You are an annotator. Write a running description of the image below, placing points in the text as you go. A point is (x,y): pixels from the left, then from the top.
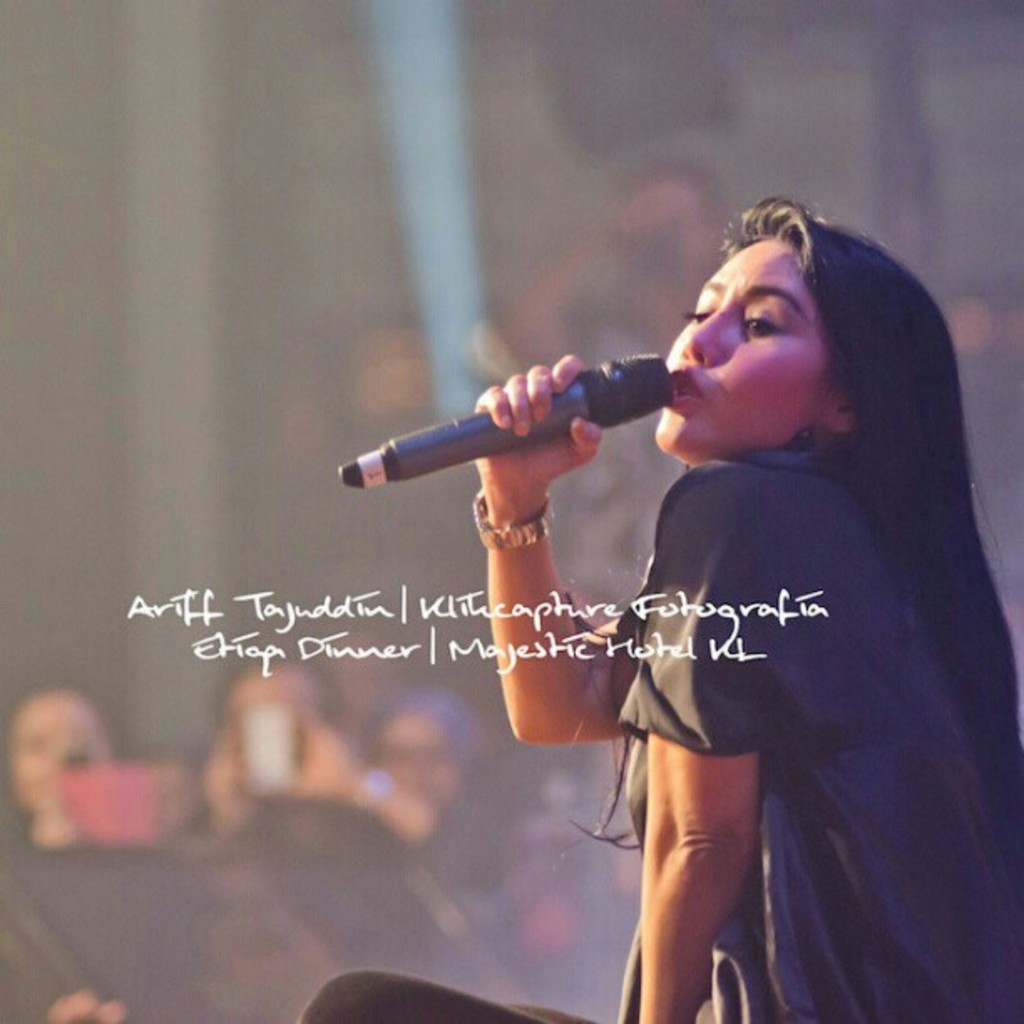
She is holding a mic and she is singing a song we can see her mouth (674,400) is open. In the background (384,701) we can see there is a group of people (20,721).
